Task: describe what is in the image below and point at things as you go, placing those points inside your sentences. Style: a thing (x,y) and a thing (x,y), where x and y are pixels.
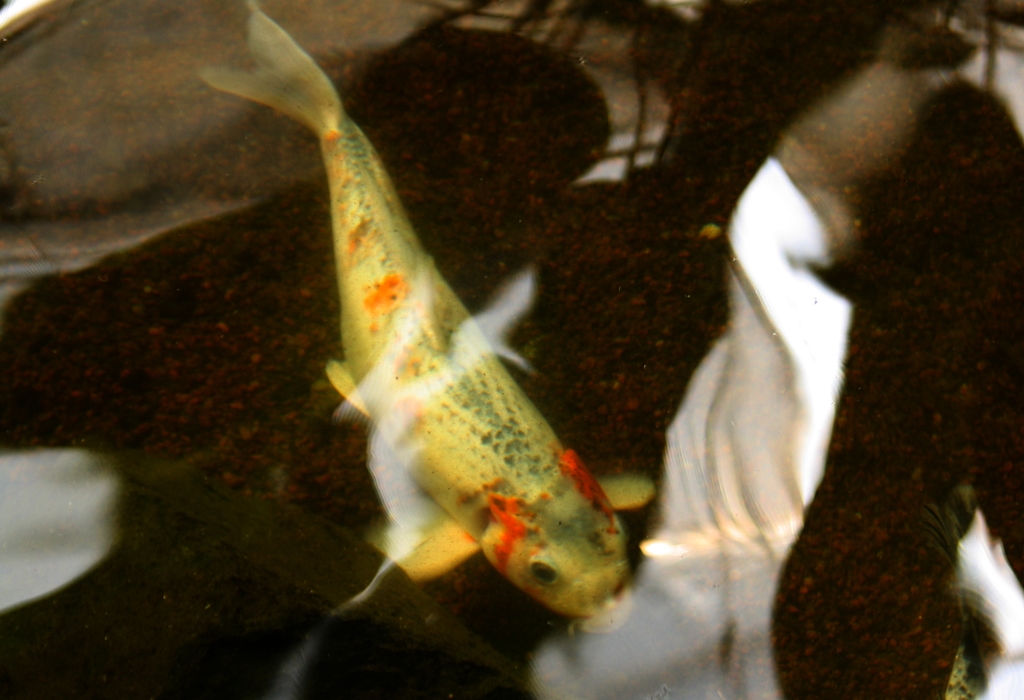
In the image there is a fish (402,221) in the water (87,535).
